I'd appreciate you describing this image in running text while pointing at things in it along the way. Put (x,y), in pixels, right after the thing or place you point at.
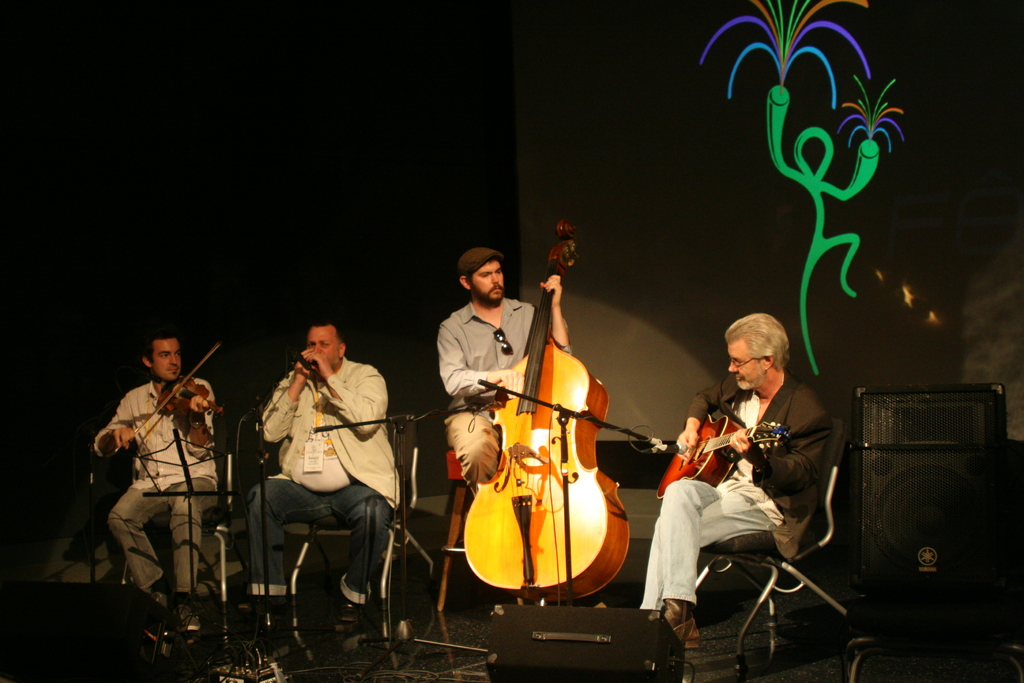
In this image I can see four men (512,302) are sitting on chairs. I can also see three of them are holding musical instruments (521,529) and one is holding a mic (311,372). In the background (903,420) I can see a speaker (859,414).
